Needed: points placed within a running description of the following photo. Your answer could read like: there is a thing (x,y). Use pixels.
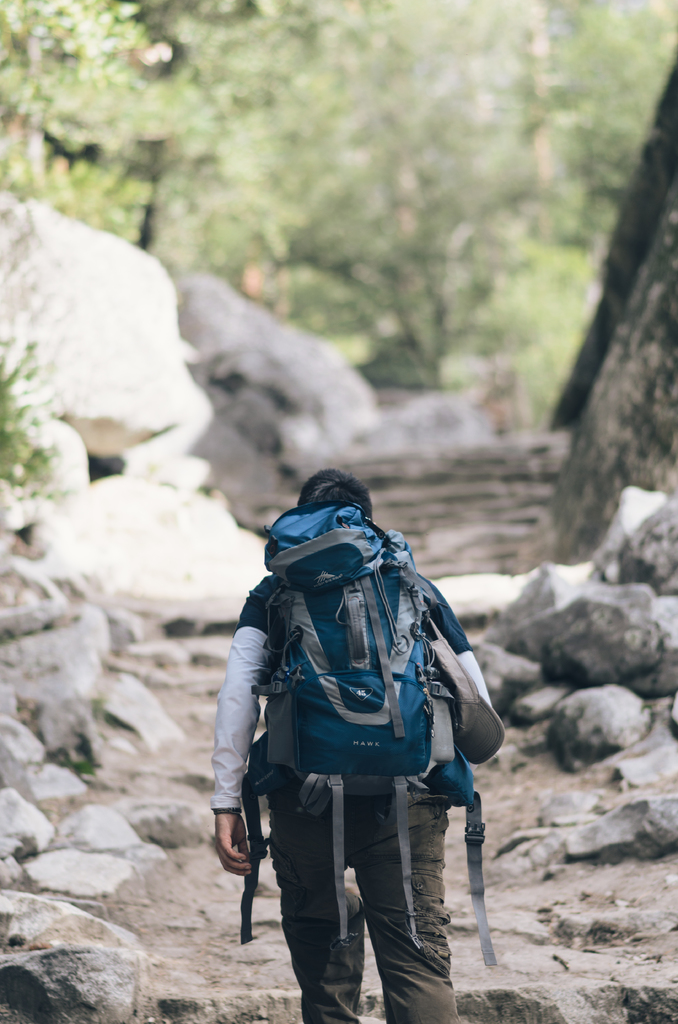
This is a picture of a man (333,1009) climbing steps (495,458). The man (241,718) is in the center of the picture (322,573), he is carrying a backpack (378,685). On the left (90,503) and right there are stones (611,841). In the background (444,250) there are trees (593,396).
